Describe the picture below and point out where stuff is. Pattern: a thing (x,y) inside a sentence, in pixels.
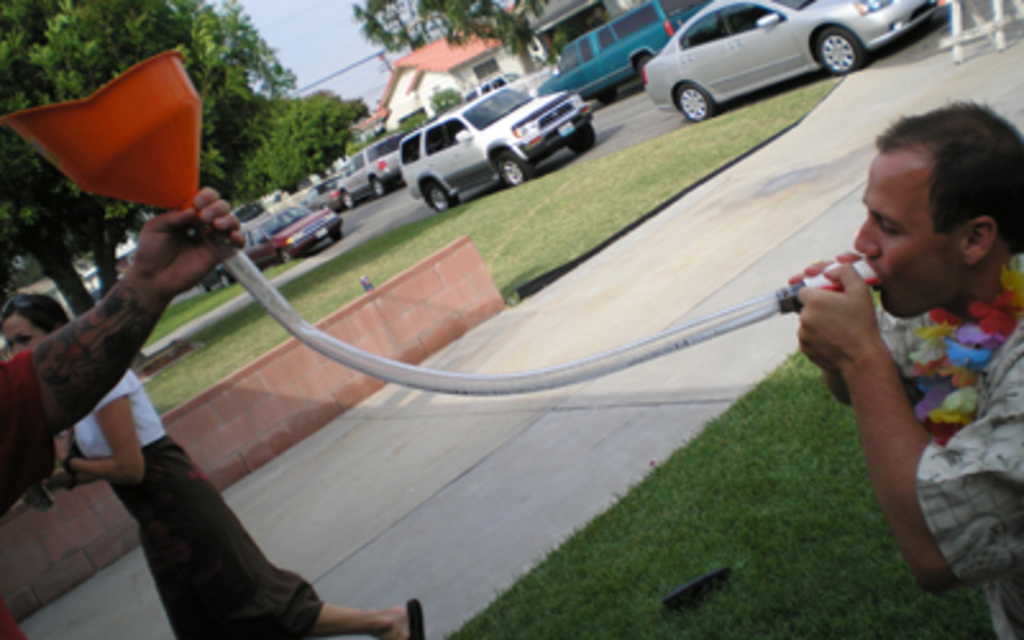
In front of the image there is a person's hand (104,299) holding a funnel (162,164) with a pipe (299,329), on the other end of the pipe (856,268) there is another person (851,280) holding the pipe (867,275) and drinking, behind them there is a woman (220,592) walking on the pavement (452,506), behind the woman (125,478) there is a concrete fence (339,330), grass (491,236), cars (756,64) parked on the road (626,82) and a ladder (977,35), trees (323,158), buildings (391,129) and electric cables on poles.
